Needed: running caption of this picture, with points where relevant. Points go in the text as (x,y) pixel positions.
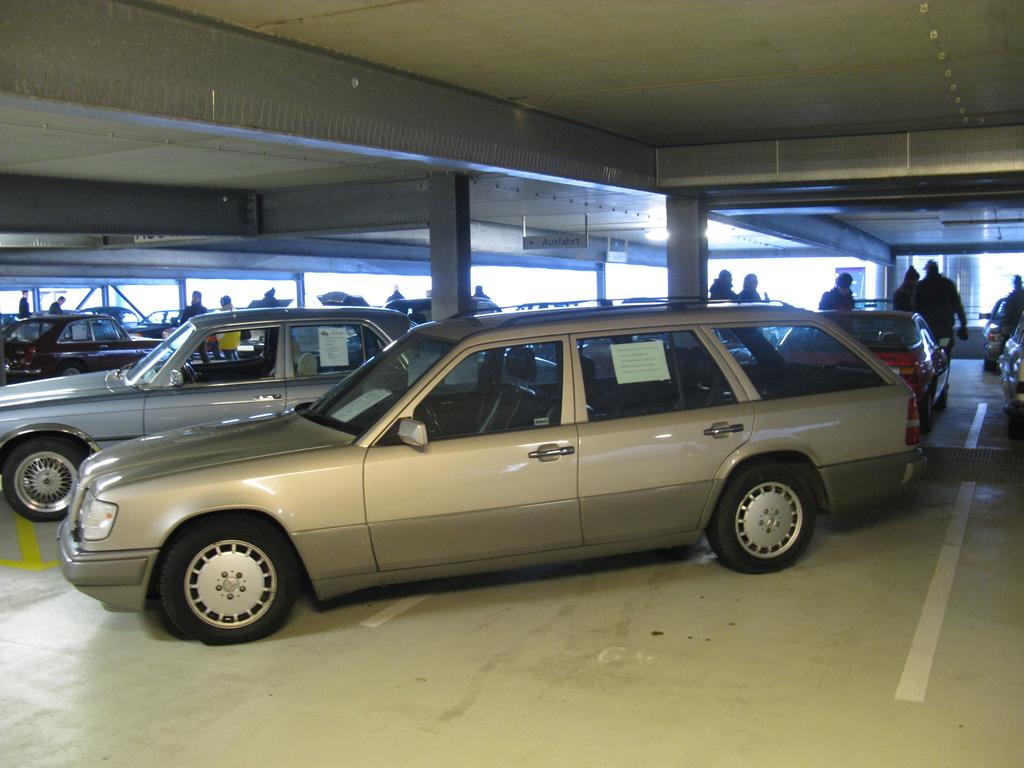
In this image we can see cars (682,534), people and pillars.
